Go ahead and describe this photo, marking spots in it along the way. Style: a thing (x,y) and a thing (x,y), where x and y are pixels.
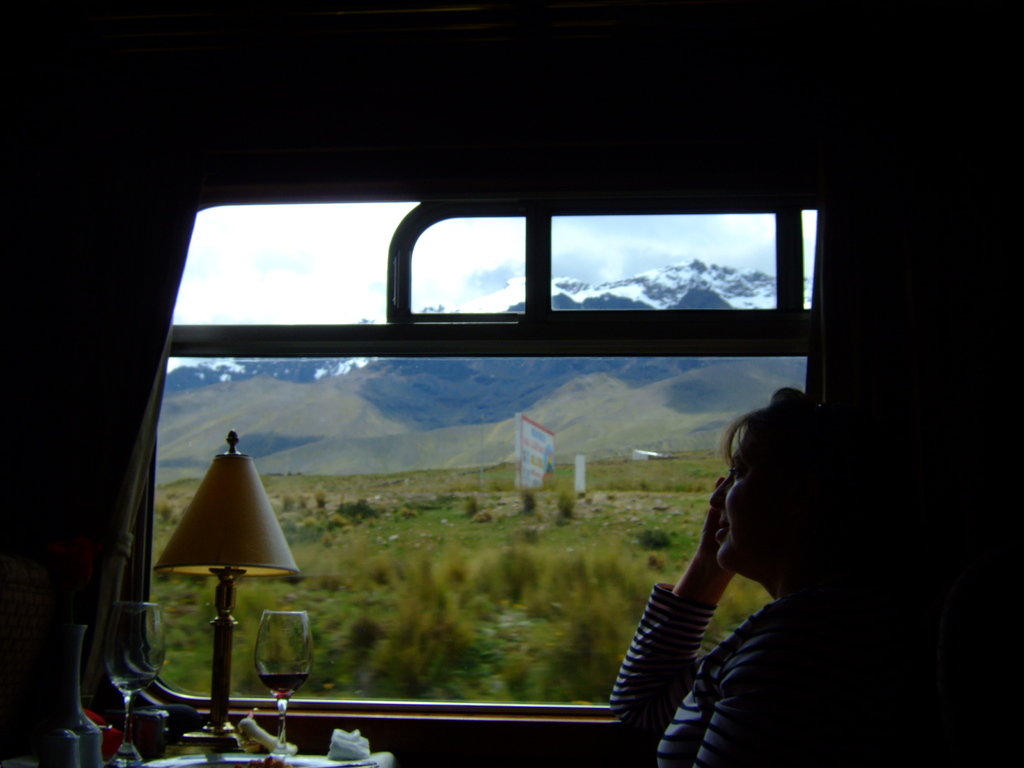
In this image I can see a person (826,474), I can also see few glasses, a lamp (259,515), few papers (348,752) on the table (339,766). Background (627,569) I can see plants (609,555) in green color, a white color board (528,456), mountains (629,448) and the sky (345,246) is in white color.
